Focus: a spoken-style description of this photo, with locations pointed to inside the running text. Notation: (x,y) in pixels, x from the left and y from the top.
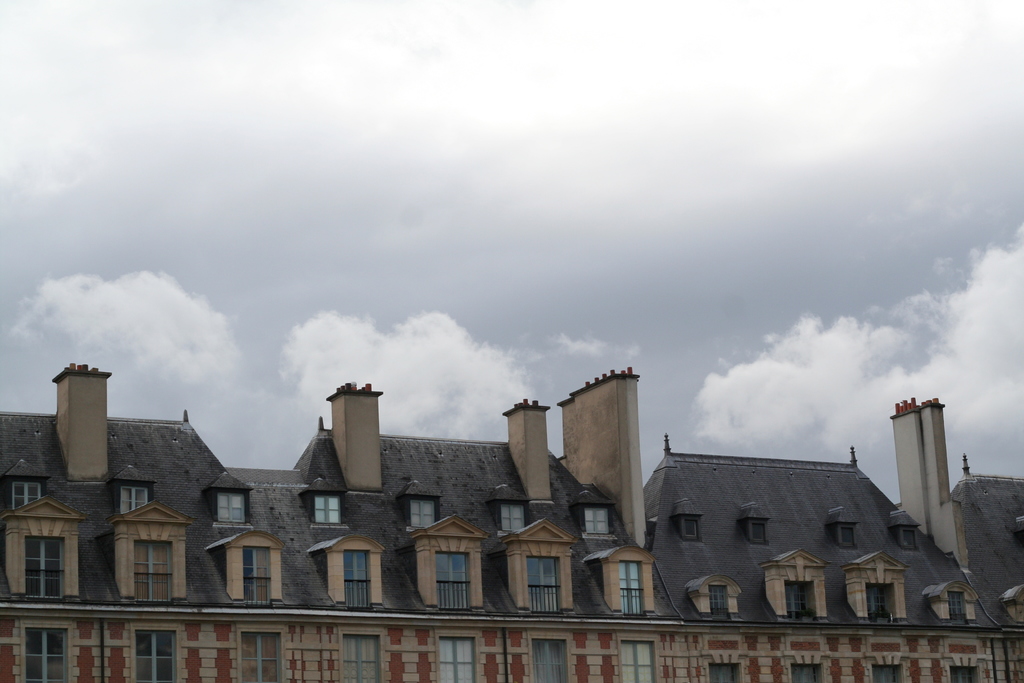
In this image we can see a building (524,532) with windows (326,518). We can also see the sky (456,248) which looks cloudy.
